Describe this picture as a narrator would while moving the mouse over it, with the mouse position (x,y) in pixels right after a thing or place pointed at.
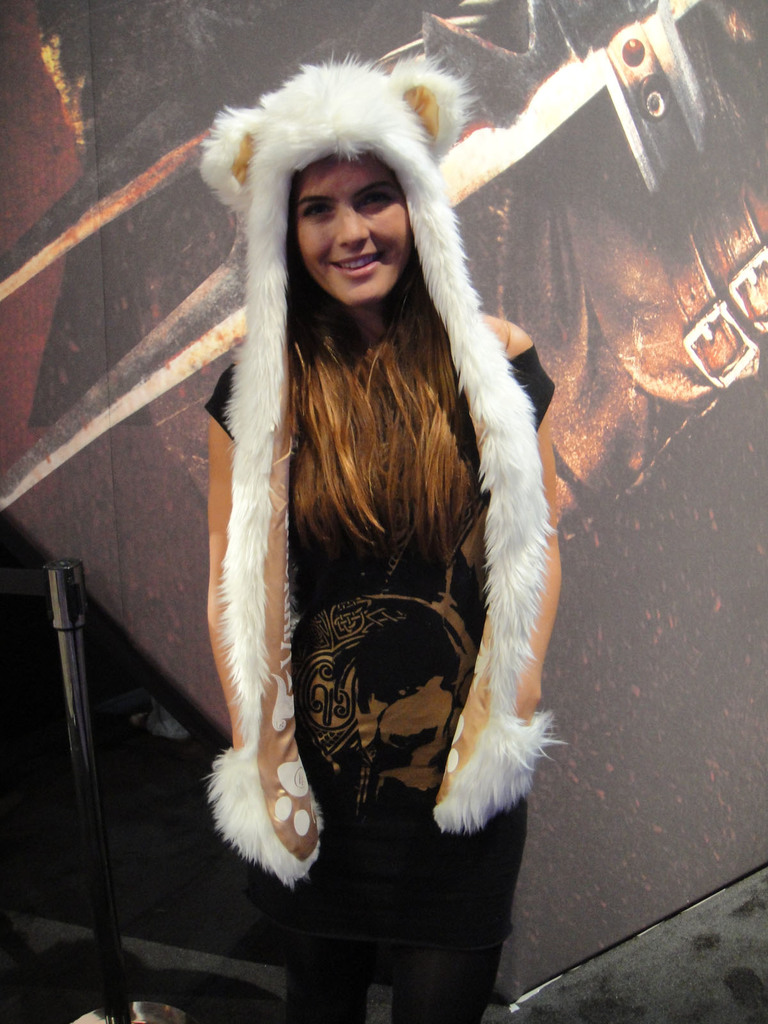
This image consists of a woman (280,507). She is wearing a black dress (371,685). She is smiling.
